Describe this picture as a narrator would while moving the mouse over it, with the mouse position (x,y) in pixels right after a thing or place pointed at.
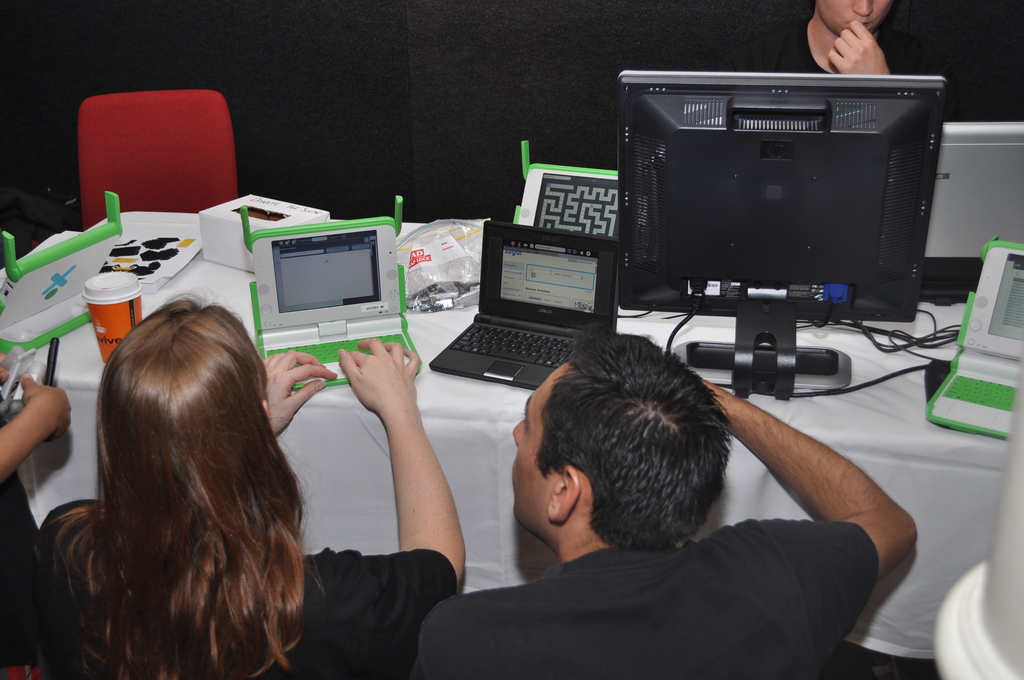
In this image few persons (799,529) are before a table (441,398) covered with a cloth (934,475). On table (934,475) there are few laptops (547,284), monitor (749,315), cup (102,334), box (296,220) and few objects (164,248) are on it. Behind the table (125,235) there is a chair (183,139). Behind the monitor (855,179) there is a person (826,58).
